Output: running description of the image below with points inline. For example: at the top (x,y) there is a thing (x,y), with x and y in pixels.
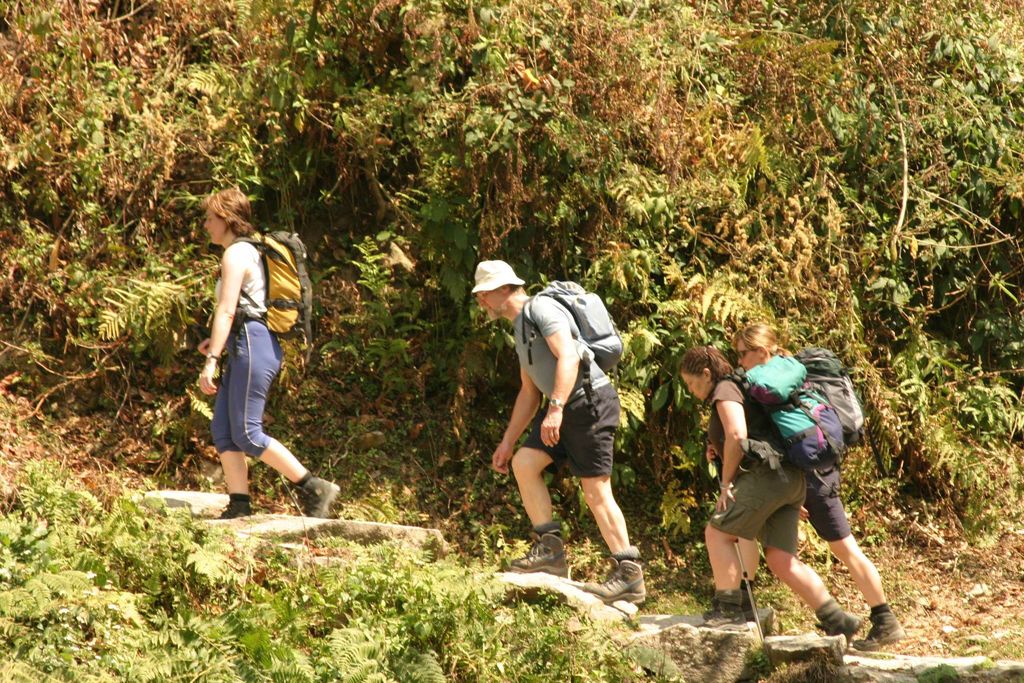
In this picture we can see a group of people (599,593) walking on a path (655,626), they are wearing bags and in the background (645,571) we can see trees (822,169).
